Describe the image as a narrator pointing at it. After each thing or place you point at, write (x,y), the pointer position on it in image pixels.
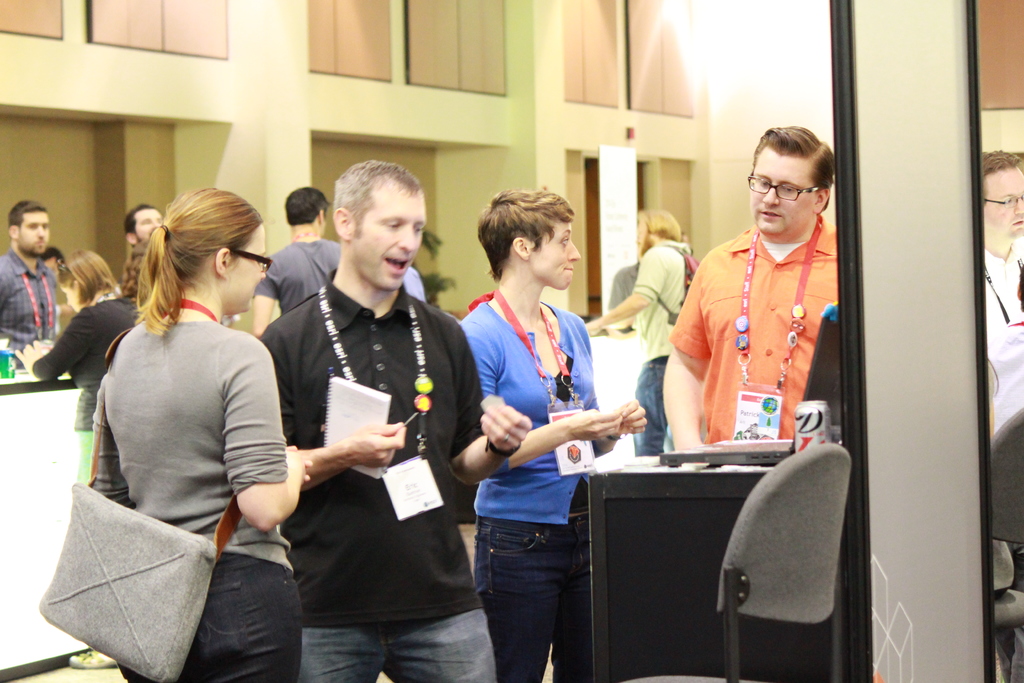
In this image there are group of persons (383,318) standing. In the front (301,391) there is a woman (216,468) standing and wearing a bag (123,574) which is grey in colour and there is a person (387,392) standing wearing a t-shirt (375,500) which is black in colour and holding a paper (374,469) in his hand (379,434) and in the background (373,70) there are cupboards (358,72) on the wall (549,67) and in the front (696,506) on the right side (709,541) there is an object (650,524) which is black in colour and there is an empty chair (777,594).
